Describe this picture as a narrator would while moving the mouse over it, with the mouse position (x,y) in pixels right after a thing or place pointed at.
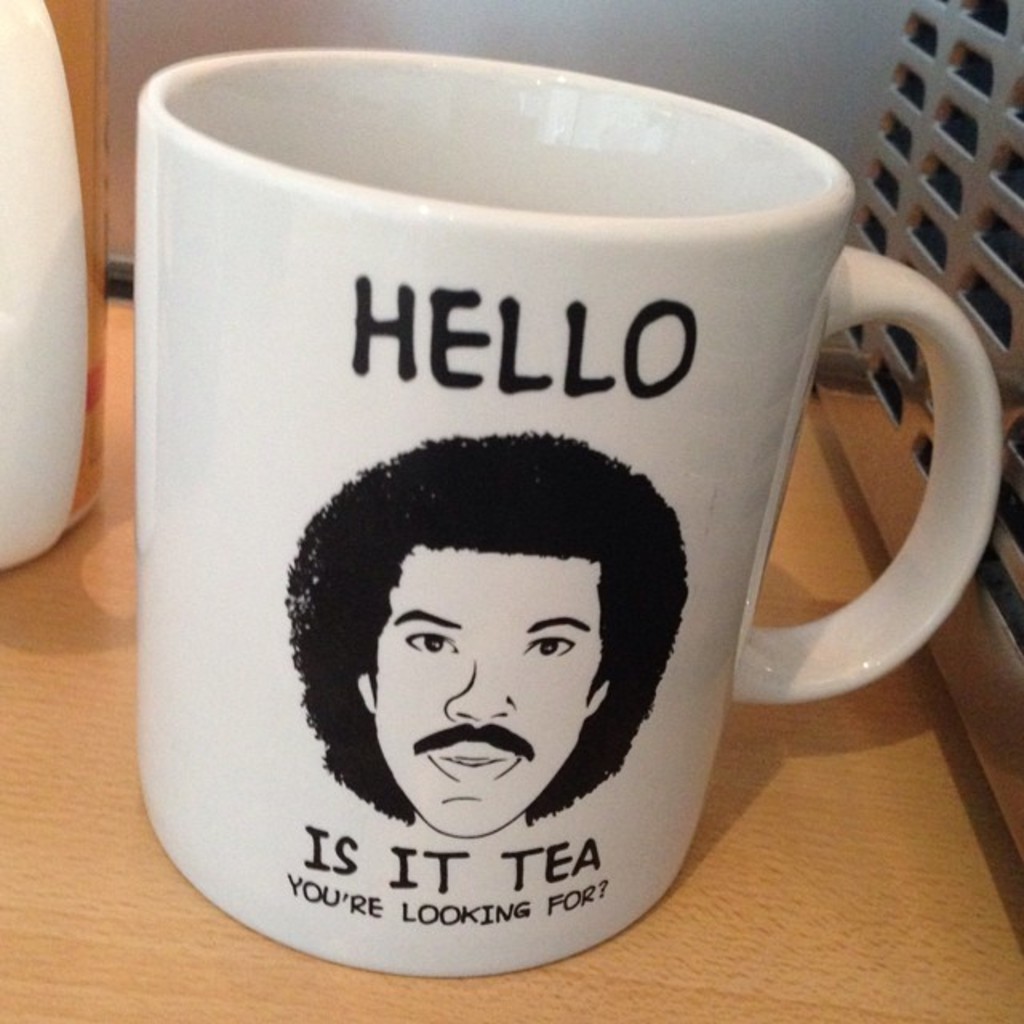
In this image we can see a mug (547,564) and other objects (69,69) on a wooden platform (975,1022). On the mug (521,677) we can see a picture (519,568) of a person's face (340,760) and something is written on it.
